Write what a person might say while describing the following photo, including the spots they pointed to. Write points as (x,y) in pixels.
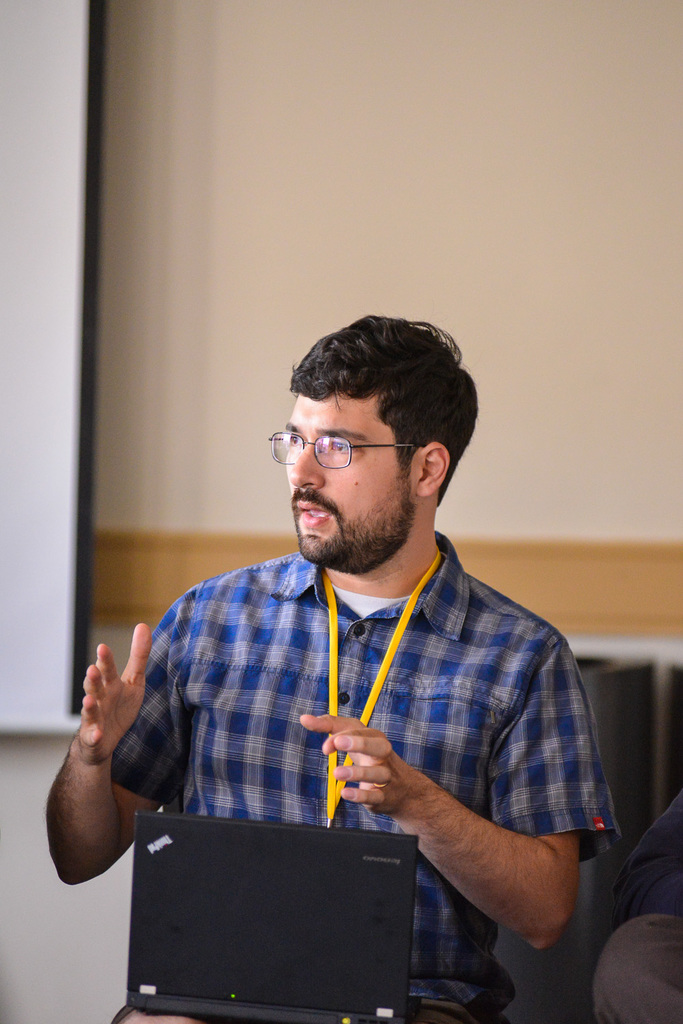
There is a man (84,685) sitting and holding laptop (211,827) and talking and wore tag (394,652), beside him we can see a person (633,939). In the background (471,231) we can see wall (284,218) and banner (58,331).
